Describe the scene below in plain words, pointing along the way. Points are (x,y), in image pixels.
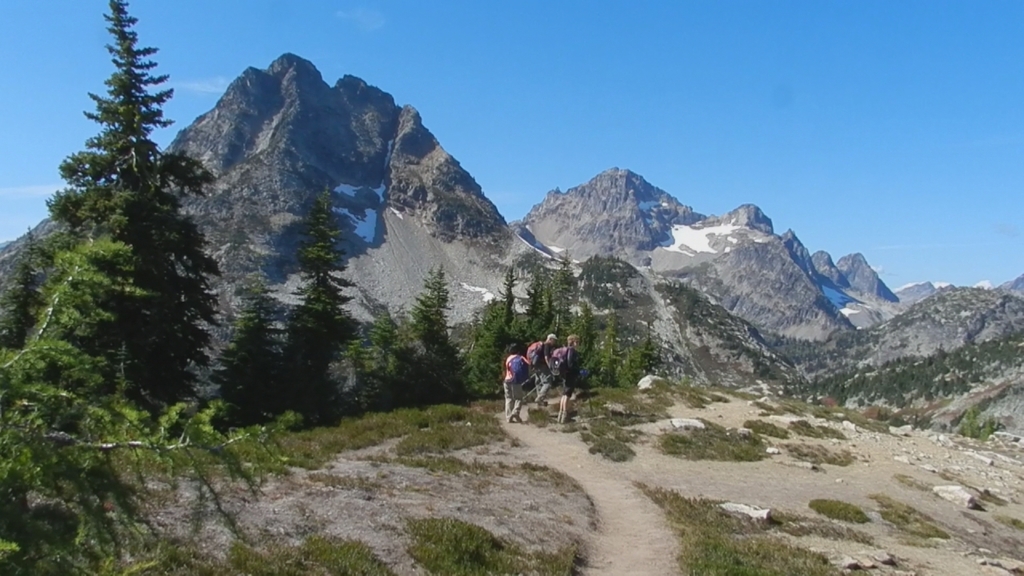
In this image in the center (569,370) there are persons (547,387) walking. In the background (414,222) there is a mountain (663,233) and there are trees (374,342). On the ground (676,518) there is grass (689,527).
